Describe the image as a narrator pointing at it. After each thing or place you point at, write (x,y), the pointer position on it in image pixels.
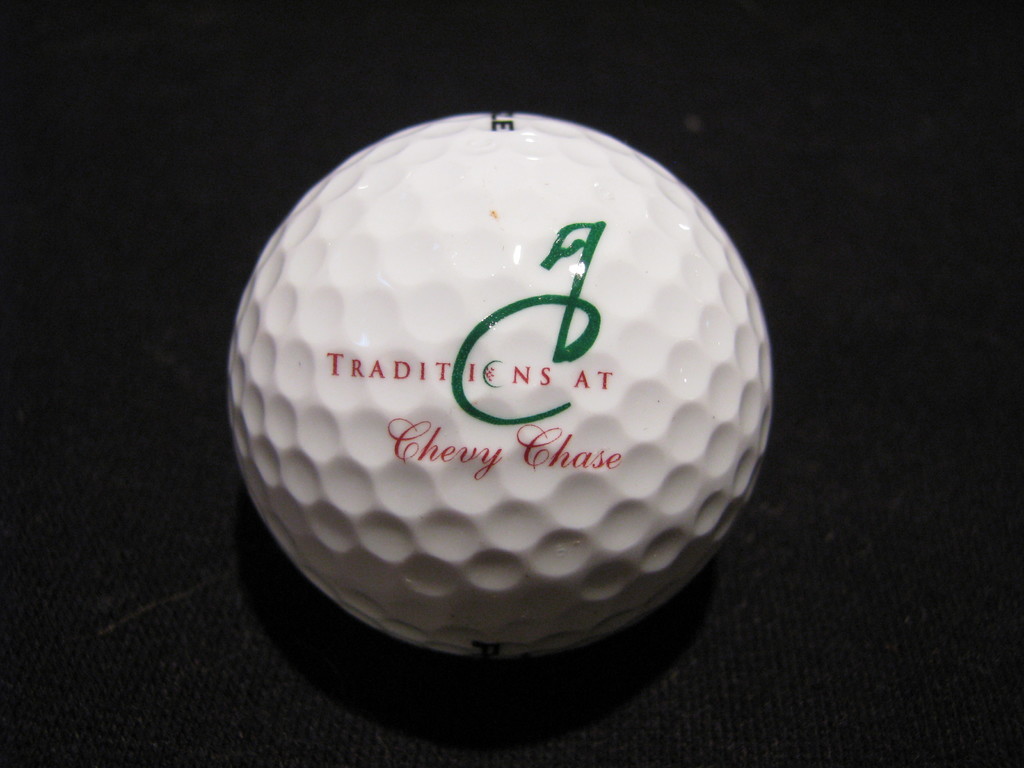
In this image I can see a ball (521,397) in white color, there is the name (515,427) in red color on it.
